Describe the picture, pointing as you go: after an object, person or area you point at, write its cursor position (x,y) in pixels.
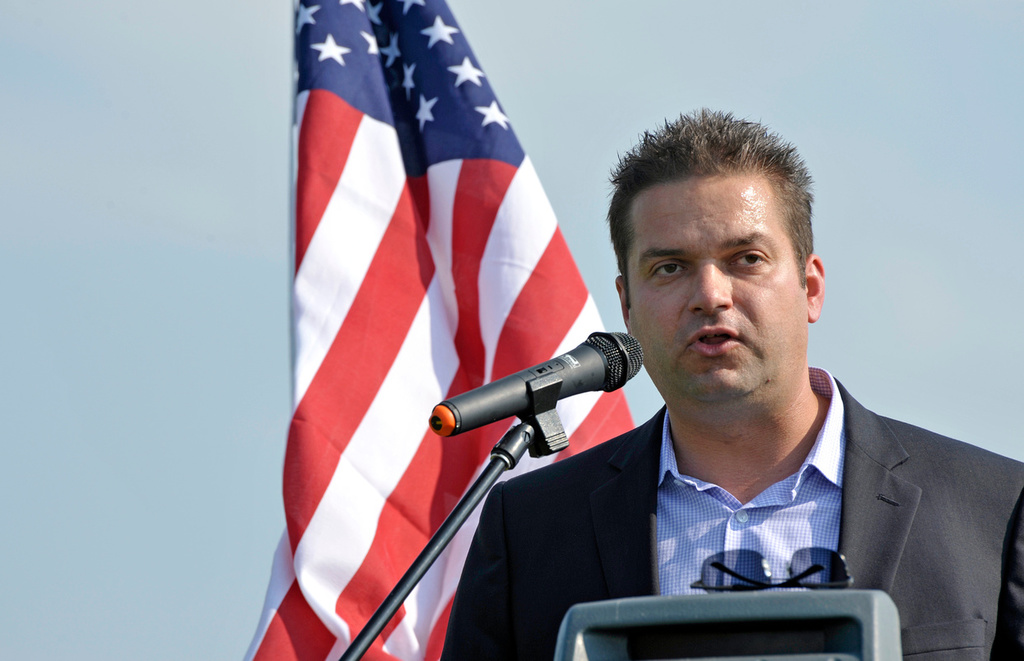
At the bottom of the image (748,575) there is goggles (730,574). Behind the goggles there is a man (595,485) with black jacket (598,490) and blue check shirt (737,528) is standing. In front of his mouth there is a mic (521,388) with stand (494,455). Behind him there is a flag (357,225).
